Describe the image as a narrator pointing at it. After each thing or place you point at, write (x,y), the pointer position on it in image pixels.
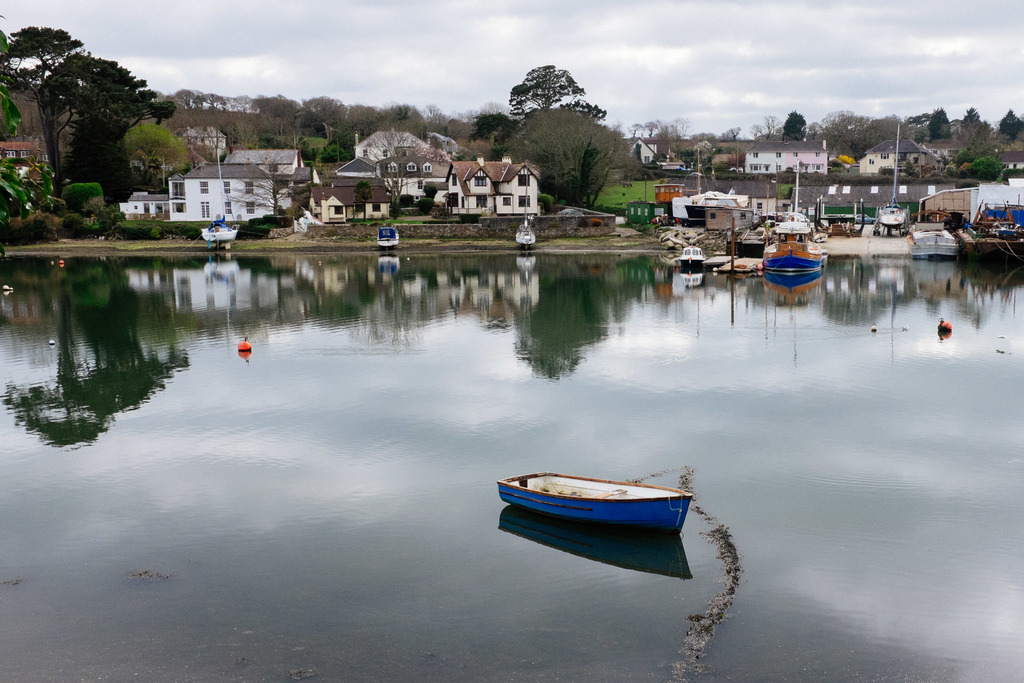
In this image I can see water (626,364) in the front (493,397) and on it I can see few boats (620,485) and few orange colour things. In the background (935,251) I can see number of boats (519,242), number of buildings (323,211), number of trees (490,128), clouds (941,53) and the sky (306,43). I can also see reflection (538,339) on the water (420,432).
